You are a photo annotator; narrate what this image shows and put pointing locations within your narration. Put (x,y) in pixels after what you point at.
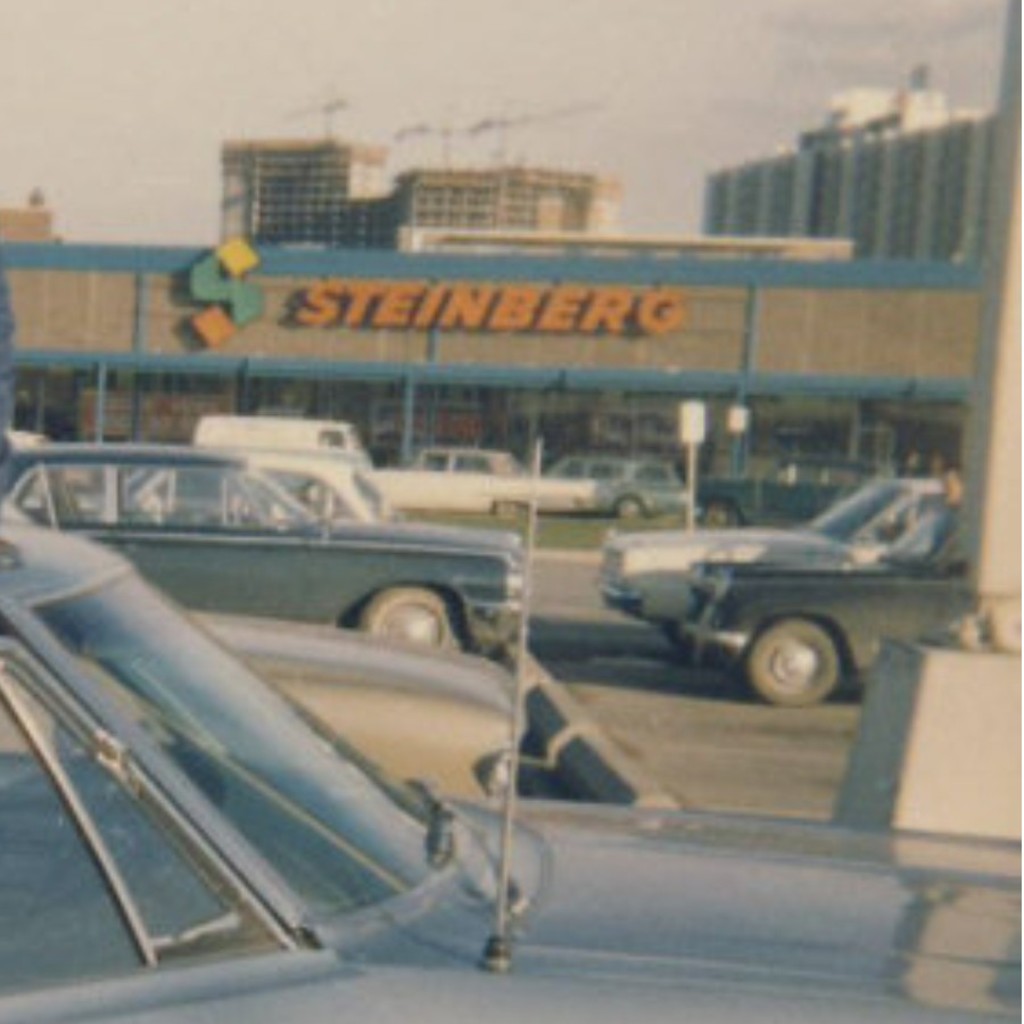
This is an outside view. In this image I can see many vehicles (628,586) on the road (610,651). In the background (630,369) there are few buildings (488,370). On the right side (992,628) there is a pillar (1002,502). At the top of the image (395,49) I can see the sky (137,57).
